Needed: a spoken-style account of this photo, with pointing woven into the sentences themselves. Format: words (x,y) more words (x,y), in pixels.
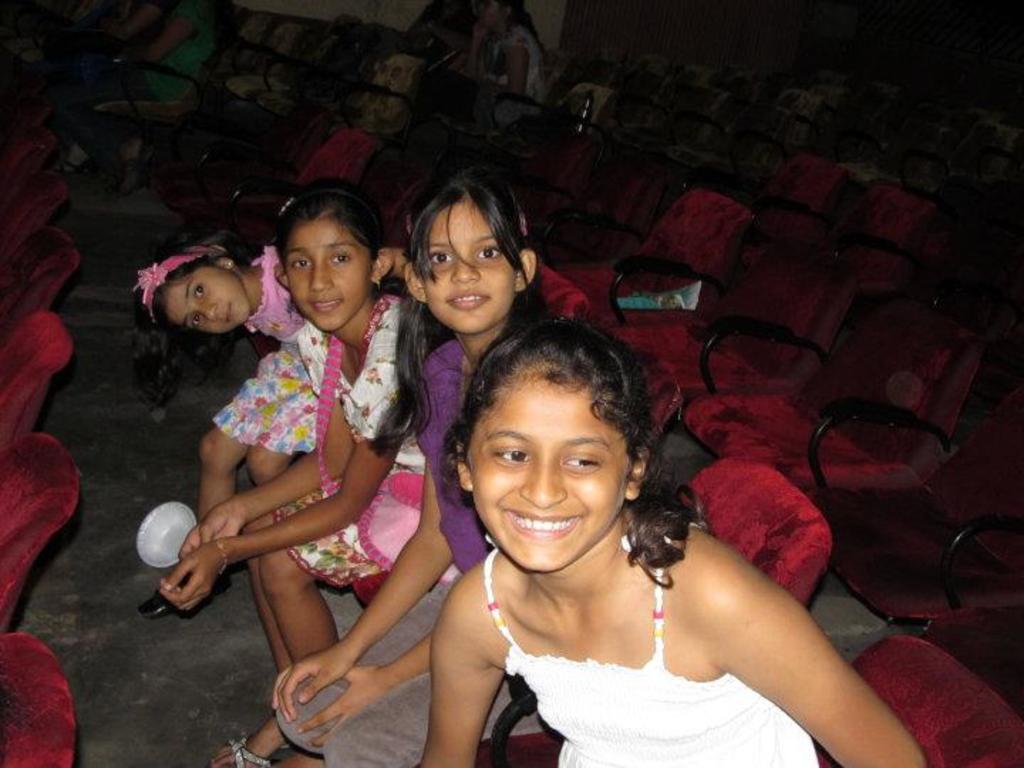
In this image there are persons (407,432) sitting on the chairs (724,205), there are chairs (49,513) truncated towards the left of the image (43,461), there are chairs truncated towards the bottom of the image (951,704), there are chairs (827,764) truncated towards the right of the image (982,447), there are persons (461,51) truncated towards the top of the image (481,35), there is an object (147,536) on the ground (146,442).
